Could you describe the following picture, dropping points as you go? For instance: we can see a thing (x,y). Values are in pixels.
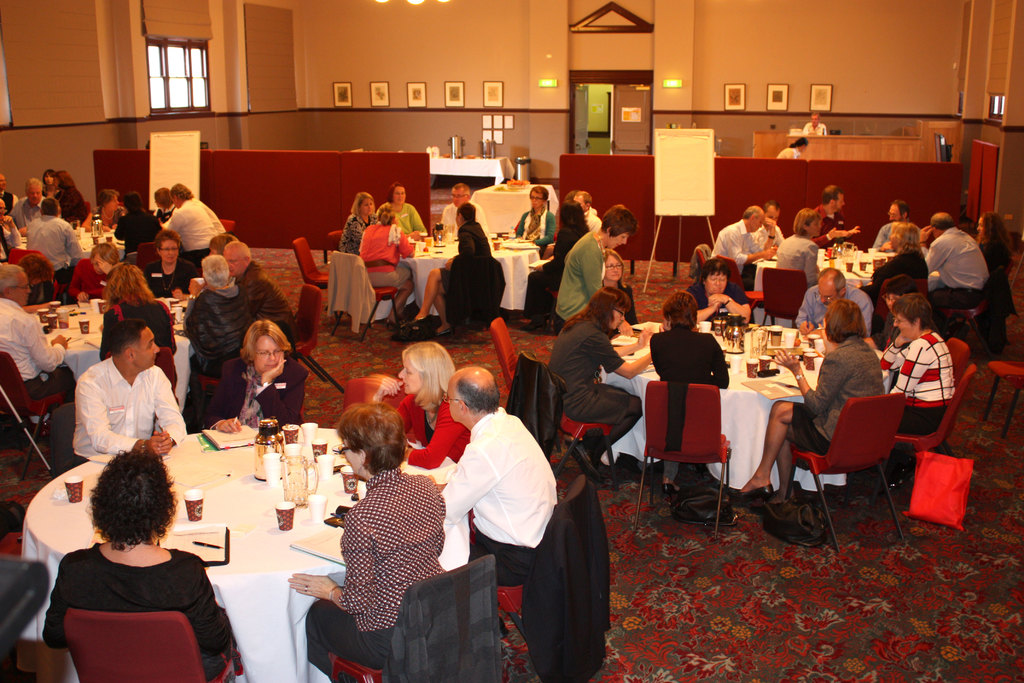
In this image there are a few people (240,325) sitting on chairs (718,446), in front of them on the tables (281,491) there are some objects (294,496), behind them there are two boards (704,210) and a partition (258,200), on the other side there are some objects (516,179) on the tables (513,204) and there are two people (794,149), in the background of the image (769,110) on the walls (707,82) there are photo frames (726,97) and glass windows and there is a wooden counter (905,132), on the walls (658,88) there are lamps (555,81) and some object (626,15), on top of the lamps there is some object (607,29) and there is a door (638,91) with a poster (632,119) on it.
